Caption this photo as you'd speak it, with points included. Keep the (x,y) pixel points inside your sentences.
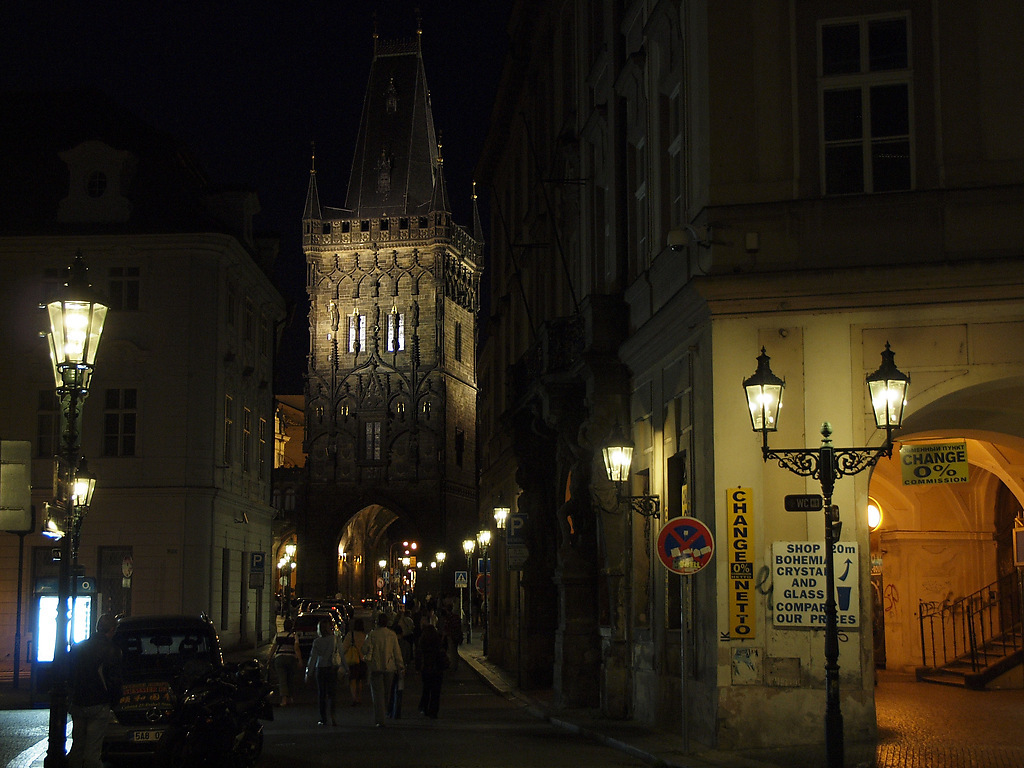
This image is taken during night time. In this image we can see the buildings (566,391), tower (372,406), light poles (68,547) and also lights (343,553). We can also see the vehicles (222,726) on the road (454,719). There are also people (441,605) walking. We can also see the text boards (775,577) and also sign board (665,554). Stairs (974,677) are also visible.
